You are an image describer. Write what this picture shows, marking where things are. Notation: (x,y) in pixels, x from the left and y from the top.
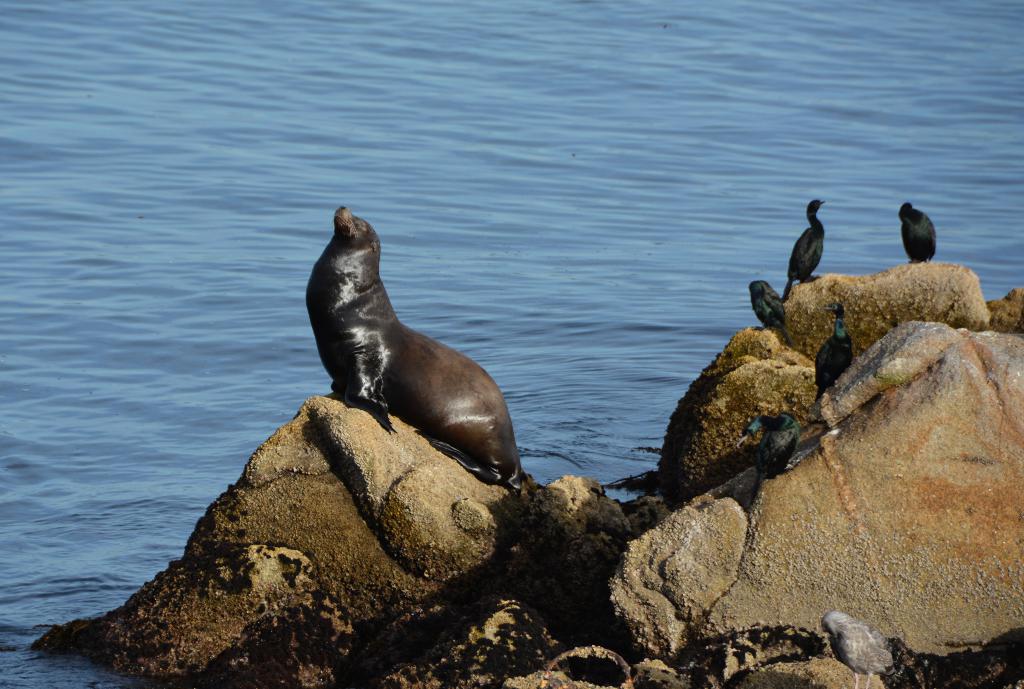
In this image we can see seal (447,427) and birds (842,662) on the rocks (748,677) at the water (417,143).
